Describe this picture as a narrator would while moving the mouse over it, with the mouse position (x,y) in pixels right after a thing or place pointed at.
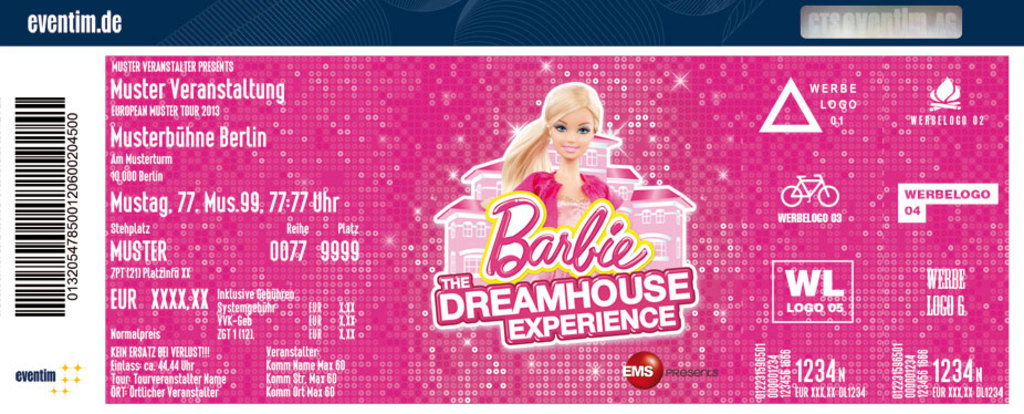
In the middle of the picture (539,161), we see a barbie doll (573,123). Behind her, we see a pink color house (635,220). In the background (438,192), it is in pink color. We see some text (303,208) written. On the left side (50,294), we see the barcode (62,284). This picture might be a sticker.
